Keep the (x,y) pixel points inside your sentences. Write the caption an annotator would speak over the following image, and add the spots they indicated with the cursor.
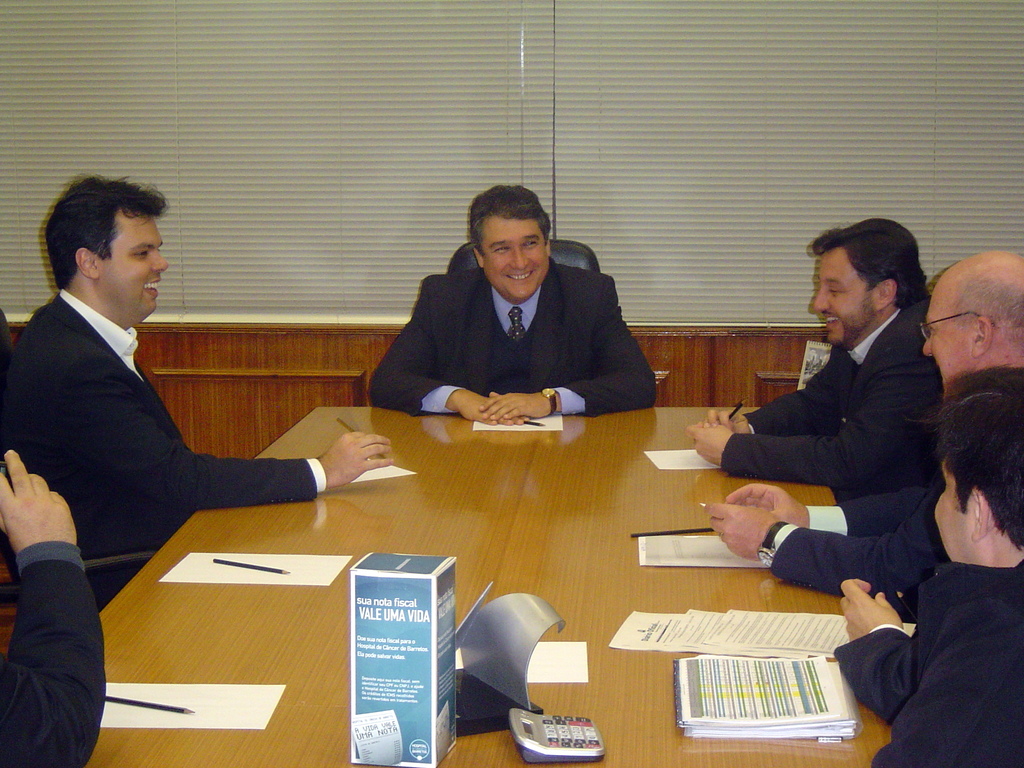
In this image there is one table (471,479) at bottom of this image (311,523) and there are some papers (755,698) and some objects (490,695) are kept on it and there are some persons (557,389) sitting around to this table (108,653), and there is a curtain (403,261) in the background (486,102).
